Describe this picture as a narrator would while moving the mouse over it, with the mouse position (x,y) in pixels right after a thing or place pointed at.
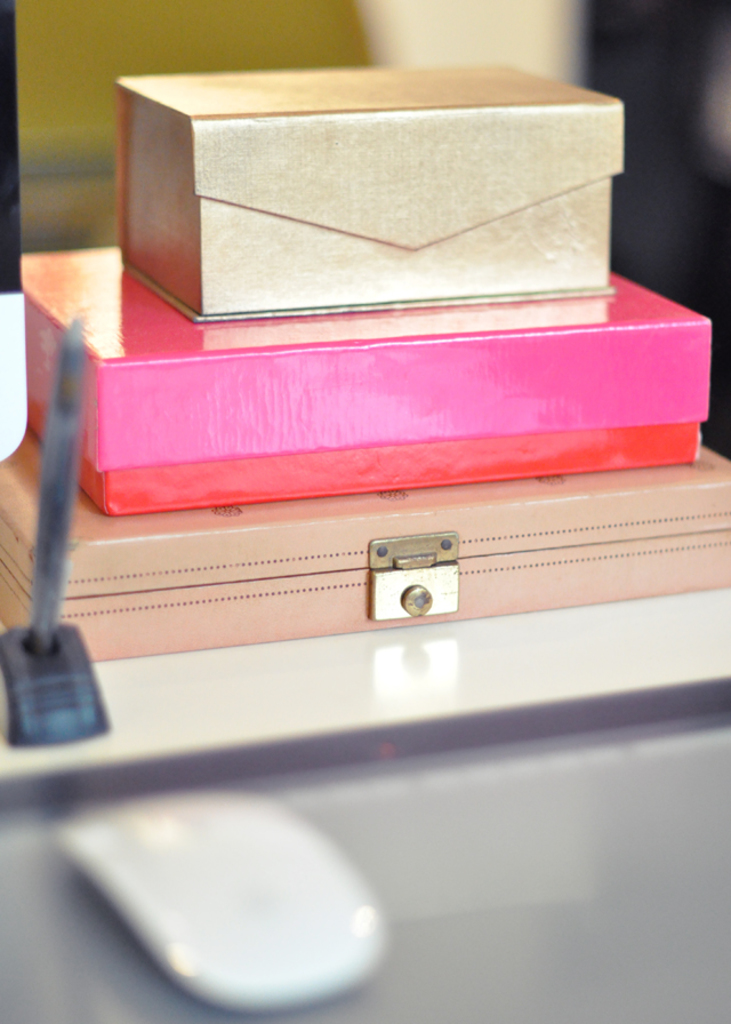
In this picture there are three boxes (310,272). In the foreground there is a mouse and there is an object (97,727) on the table (393,712). At the back (503,52) the image is blurry.
